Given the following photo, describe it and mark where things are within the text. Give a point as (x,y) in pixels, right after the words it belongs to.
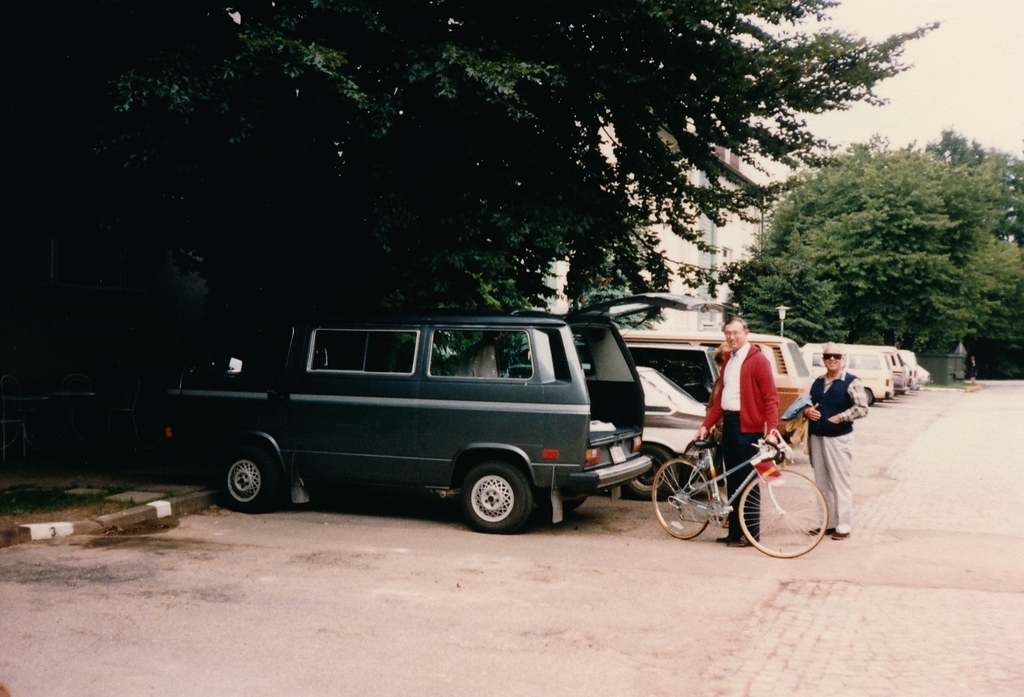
In the middle of this image (508,390), there are vehicles (919,383) and two persons (832,446) standing on a road (699,630). One of these two persons (823,461) is holding a bicycle (736,468). In the background (964,203), there are trees (528,138), a building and there are clouds (950,93) in the sky (940,91).
